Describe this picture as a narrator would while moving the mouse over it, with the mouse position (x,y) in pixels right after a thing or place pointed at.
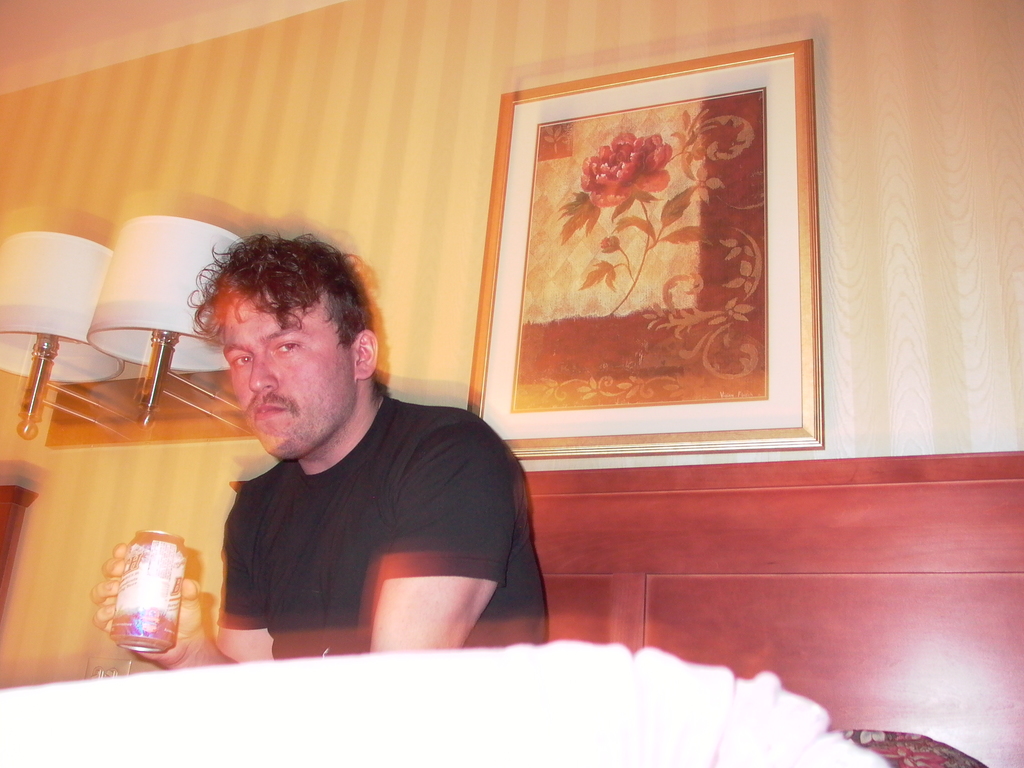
In this picture I can see a man (213,642) sitting on the bed (244,765) and holding a tin (139,650), there is a blanket (510,719), there are lamps (81,251), and in the background (668,267) there is a frame (644,259) attached to the wall (865,309).
